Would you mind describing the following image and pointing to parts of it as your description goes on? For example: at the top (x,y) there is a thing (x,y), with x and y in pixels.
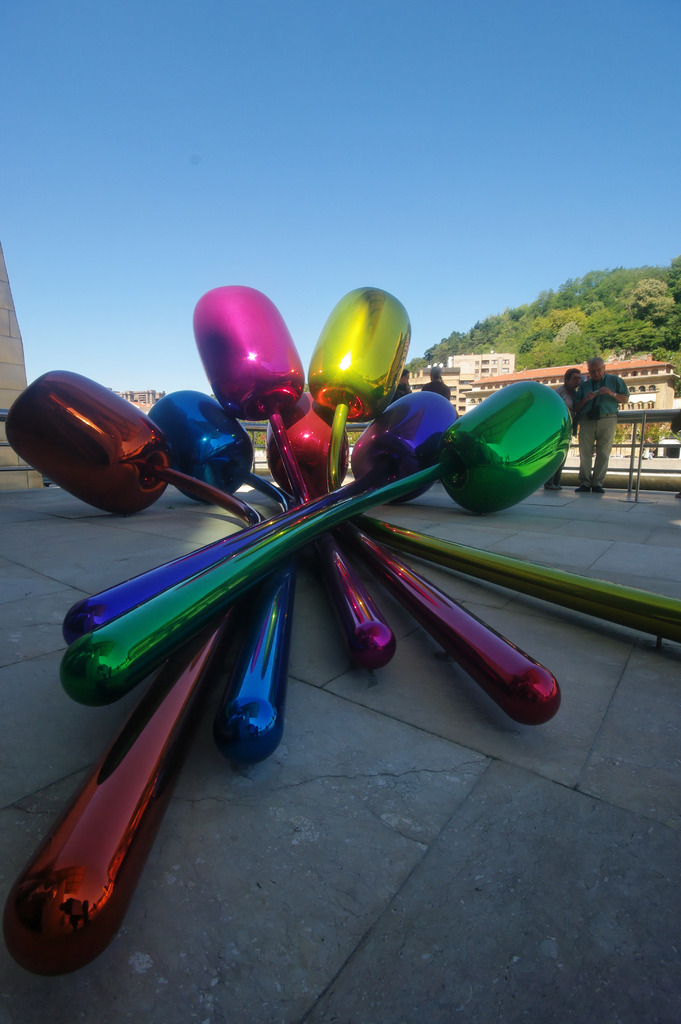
In this image I can see few objects (338,549) which are green, blue, maroon, red and pink are on the ground (305,555) and I can see few persons (595,428) standing on the ground (499,517), In the background (521,367) I can see few buildings (518,375), few trees (613,350) and the sky (243,187).
